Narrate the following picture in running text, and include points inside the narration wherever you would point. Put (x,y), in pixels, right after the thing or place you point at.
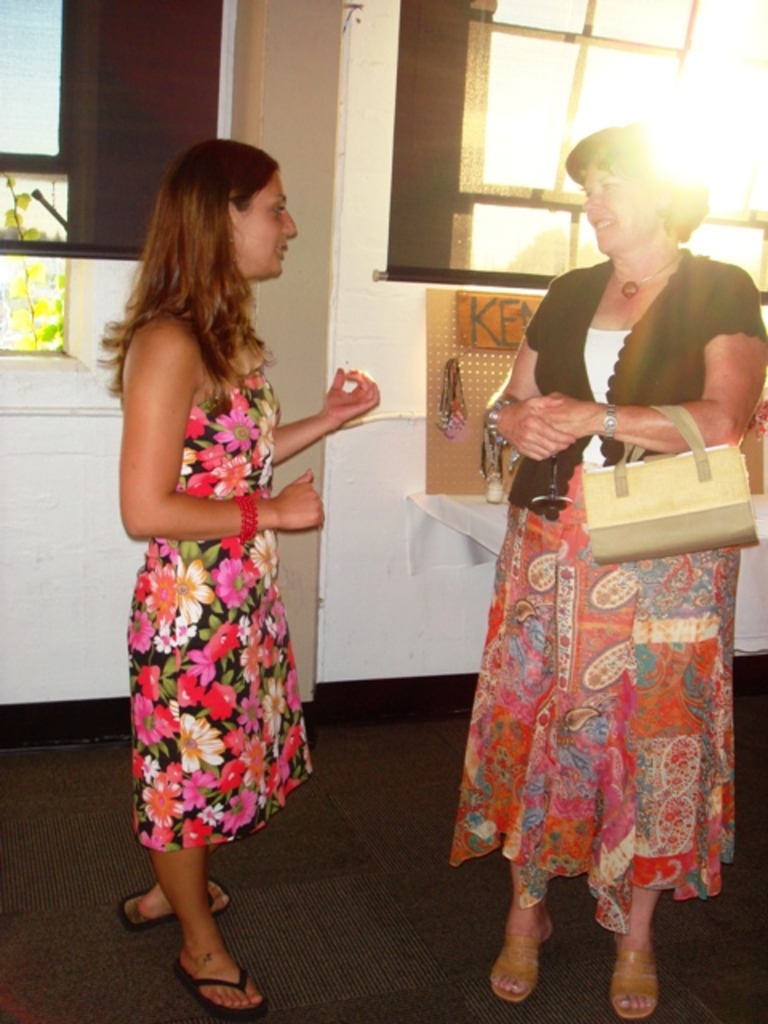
In this picture we can see two woman (352,416) standing where one is carrying bag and they are talking to each other and in the background (361,94) we can see window (627,55), wall (258,103), name board (496,313).
